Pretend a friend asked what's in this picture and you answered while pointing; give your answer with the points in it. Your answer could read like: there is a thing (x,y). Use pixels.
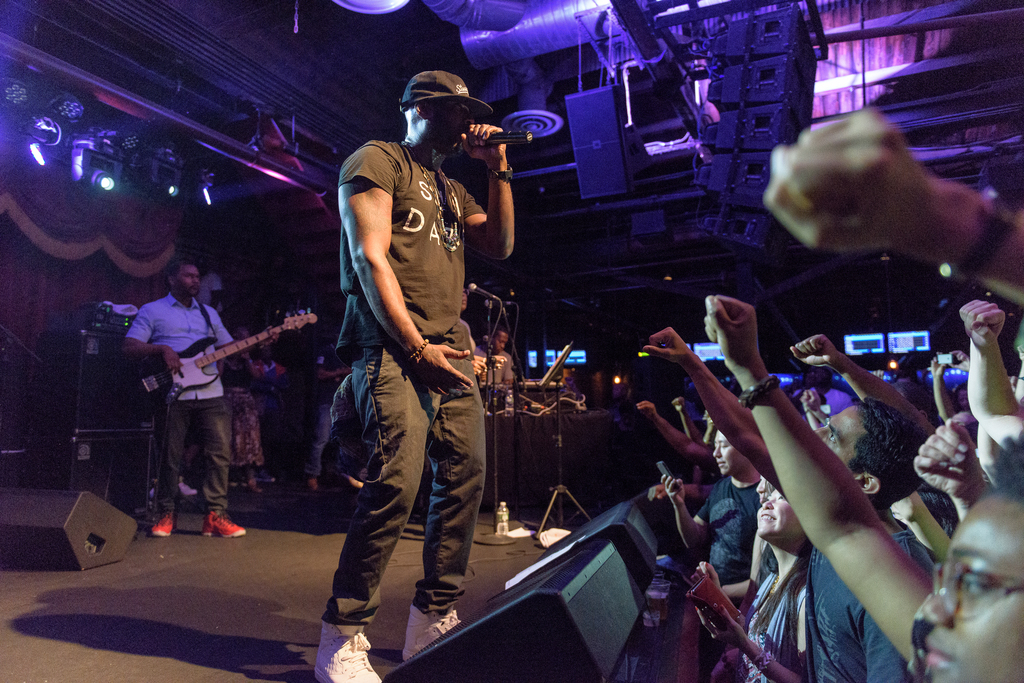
As we can see in the image there are few people (958,568) here and there. The man (442,336) who is standing here is singing song on mic (494,135) and this man (207,393) is holding guitar (195,386).
